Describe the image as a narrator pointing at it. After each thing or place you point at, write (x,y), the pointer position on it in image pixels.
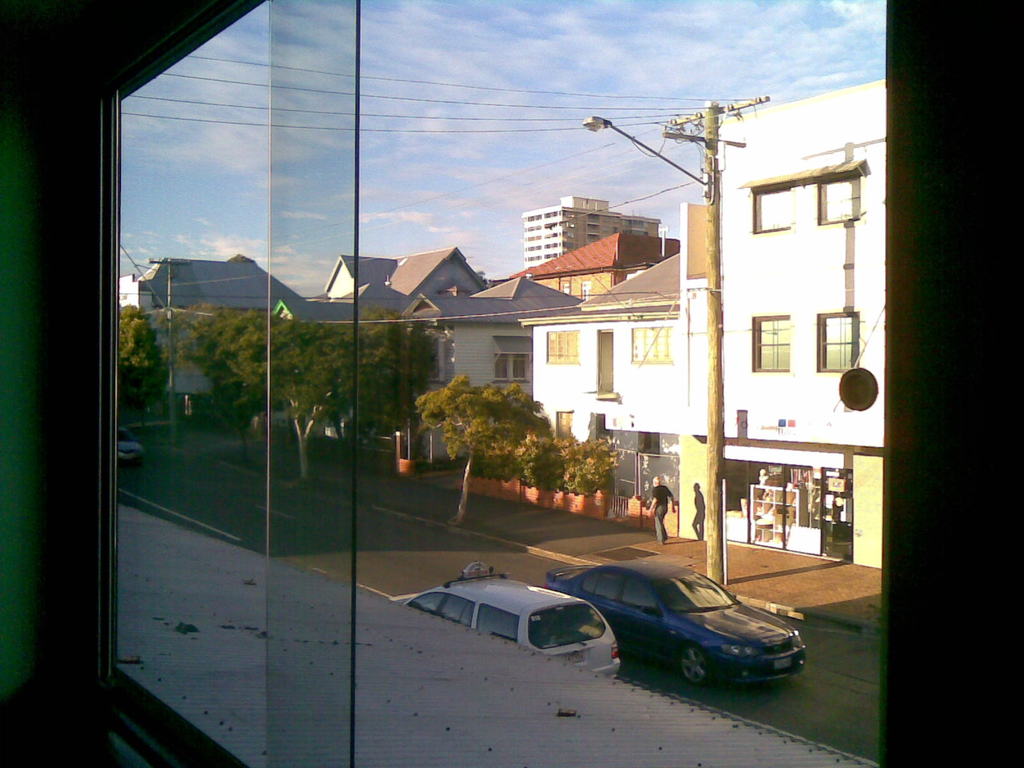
In this picture we can see buildings (540,331) in the background (562,338), there are three cars (685,620) traveling on the road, we can see a person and trees (496,437) in the middle (661,504), there is the sky (457,108), clouds (612,59) and a light (597,125) at the top of the picture (601,30), there is a pole (715,386) in the middle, we can see a glass (310,434) in the front (297,463).
